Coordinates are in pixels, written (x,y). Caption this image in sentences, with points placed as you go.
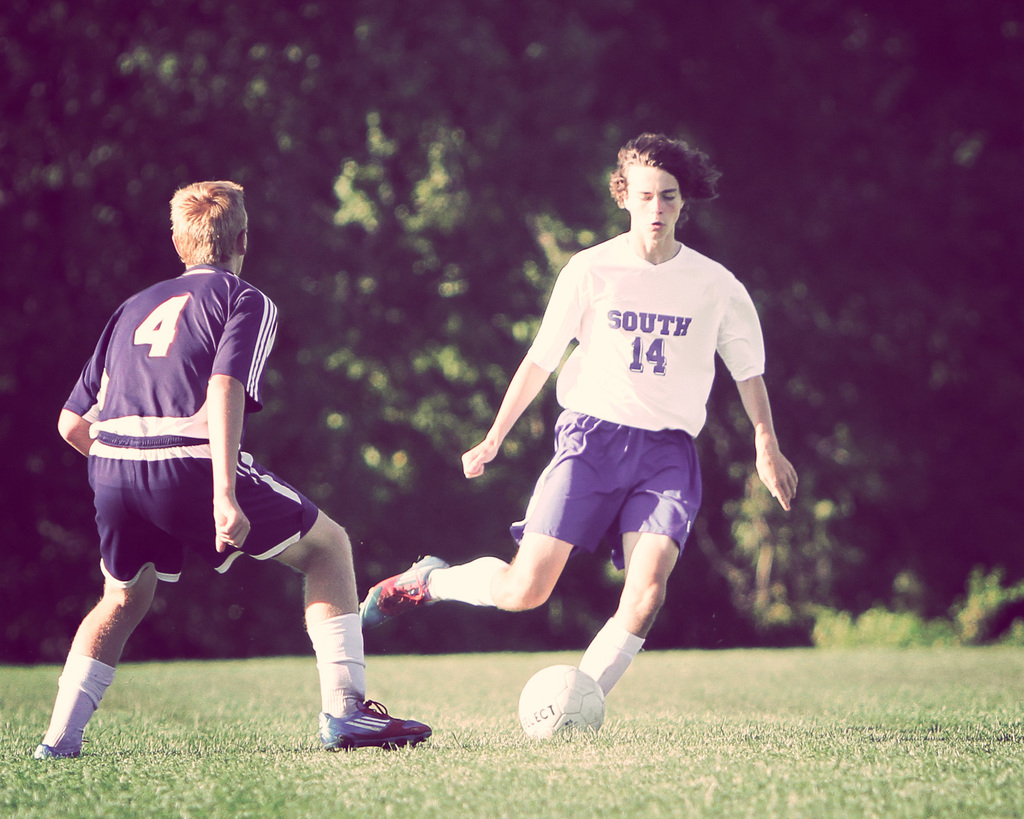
In this image there are two person (555,458) playing a football (572,721) in the garden (713,715). There is a ball (566,707). At the back side (497,148) there are trees (469,136).
